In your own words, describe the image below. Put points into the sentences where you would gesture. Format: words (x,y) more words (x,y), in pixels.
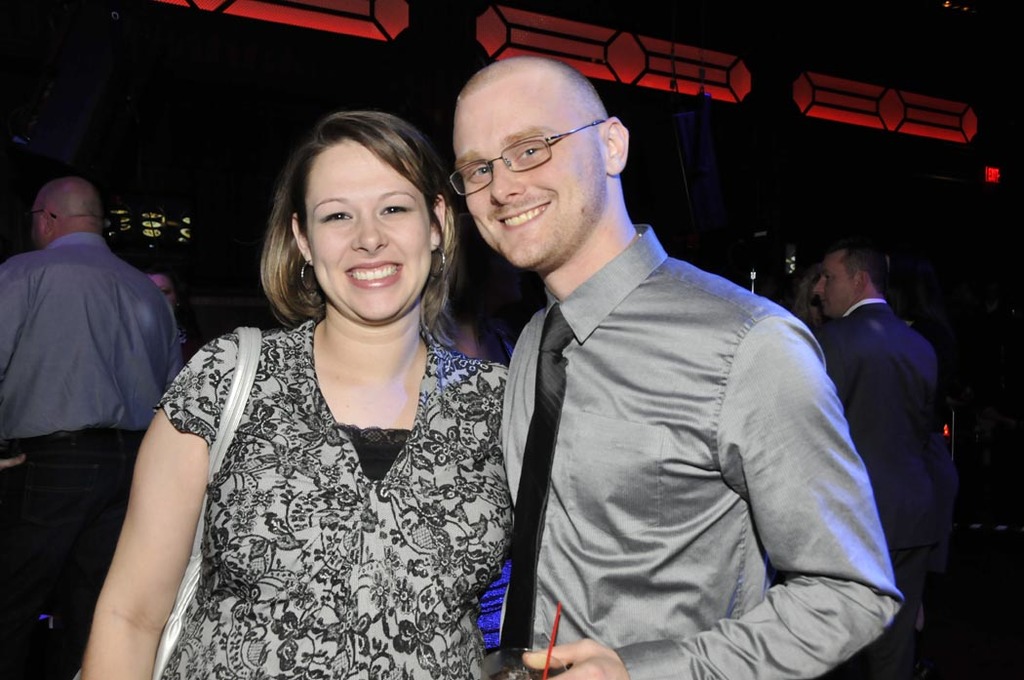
In this image we can see persons (506,543) and other objects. In the background of the image (910,285) there are persons (113,286), lights (788,262) and other objects (53,85).
